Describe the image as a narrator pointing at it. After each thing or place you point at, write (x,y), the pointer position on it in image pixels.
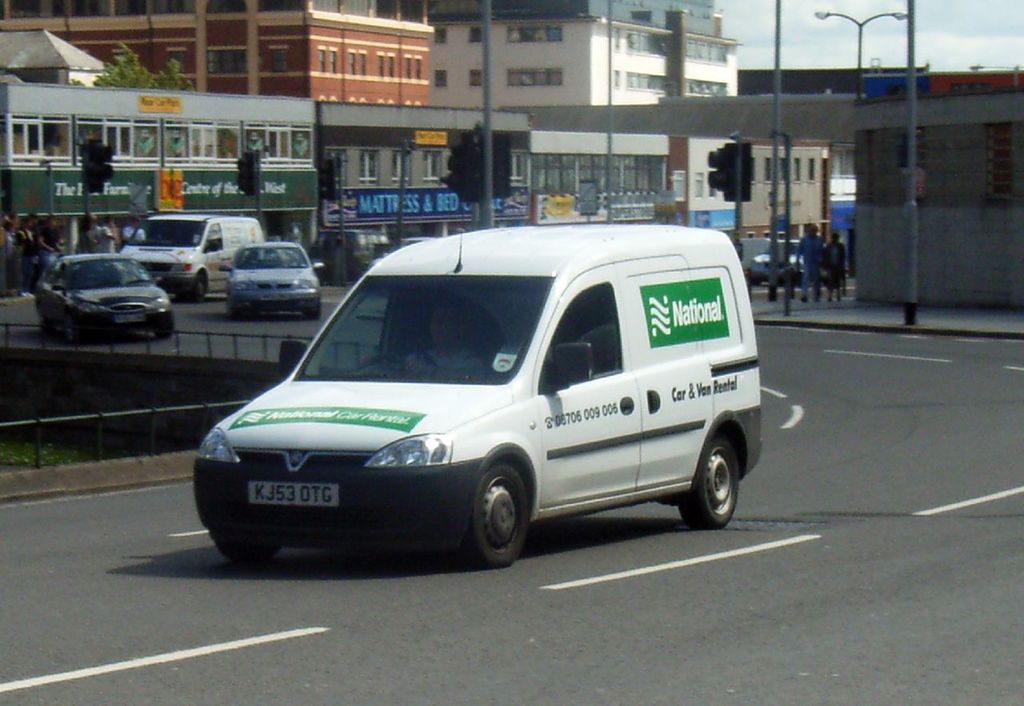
In this picture I can see vehicles (321,334) on the road (197,560). In the background (436,130) I can see the sky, buildings (532,121), street lights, poles (913,192) and people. Here I can see a fence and white lines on the road (378,589).
